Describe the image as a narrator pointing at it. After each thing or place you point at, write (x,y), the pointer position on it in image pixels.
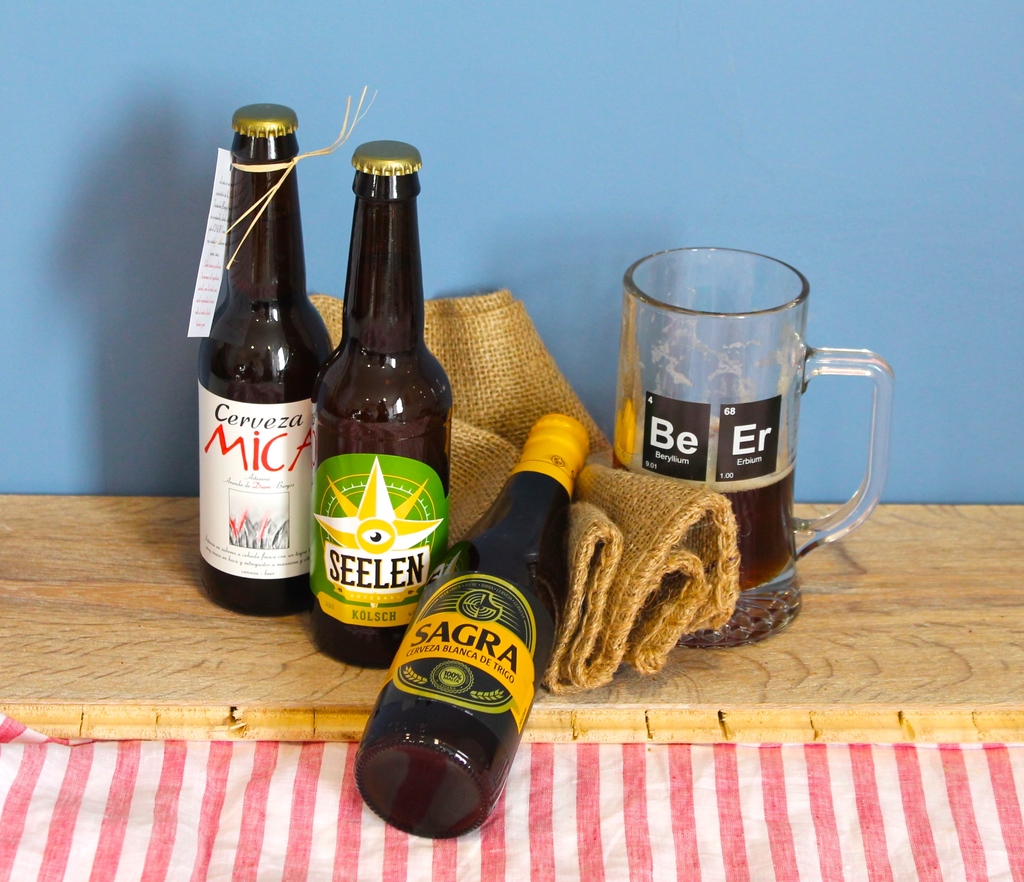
There are three beer bottles (551,558), one beer glass (700,440), and a jute bag (660,495). All of those are on a wooden plank (624,702). The background (556,52) is blue in color.
